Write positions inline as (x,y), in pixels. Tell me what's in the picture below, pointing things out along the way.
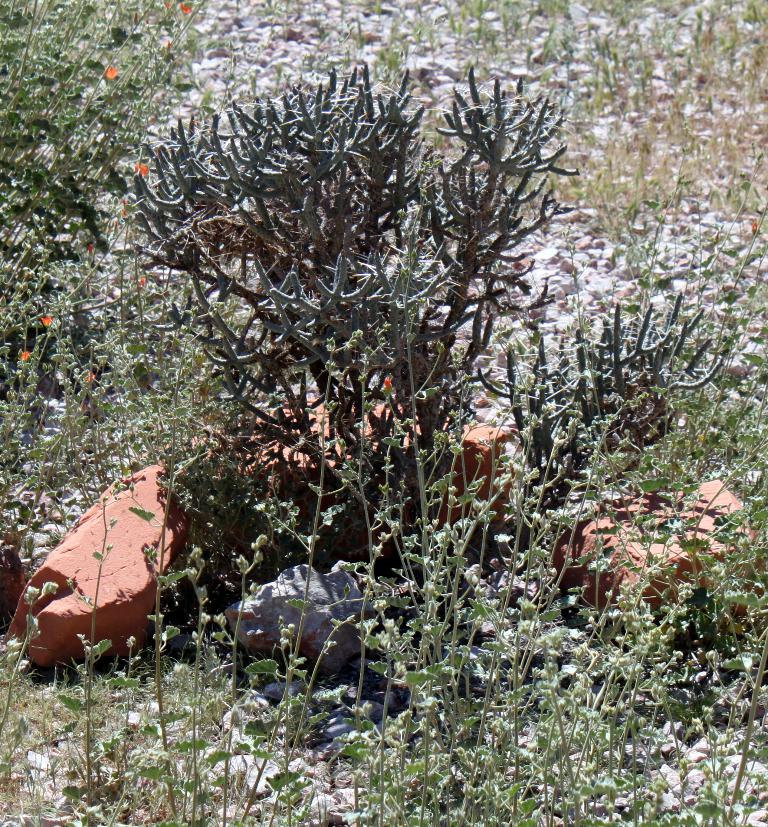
In this image there are two stones (114,582) at bottom left side of this image (102,629) and there are some plants (354,425) in the background (272,281).
